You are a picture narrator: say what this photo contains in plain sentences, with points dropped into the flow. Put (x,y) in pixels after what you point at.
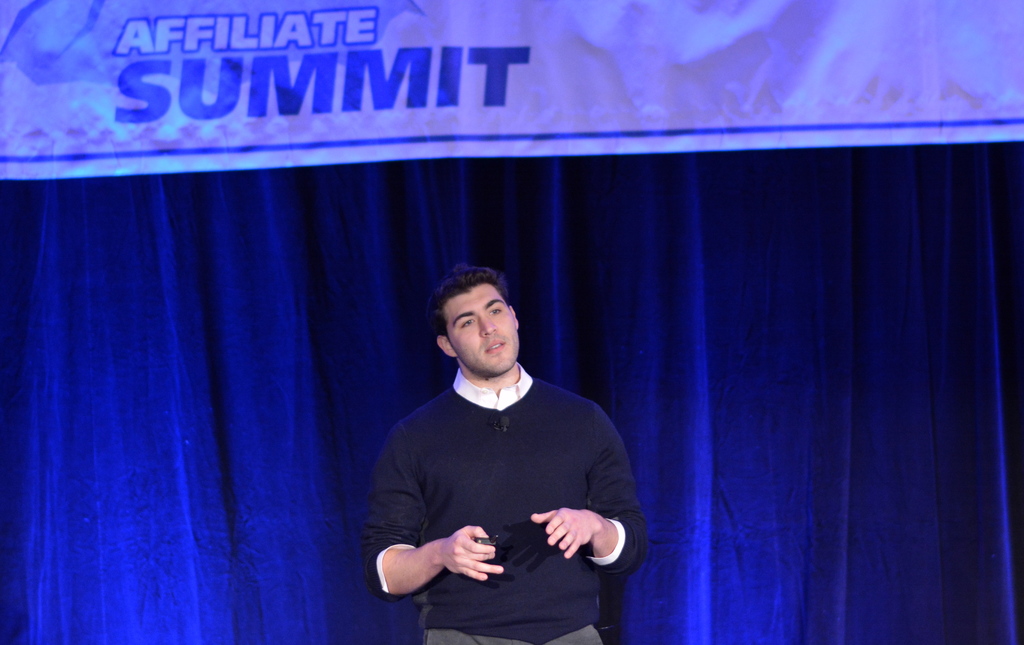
In this image we can see a man (506,603) standing and holding an object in his hand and in the background (779,514), we can see a curtain (82,496) and there is a banner (189,48) with some text (327,27).
